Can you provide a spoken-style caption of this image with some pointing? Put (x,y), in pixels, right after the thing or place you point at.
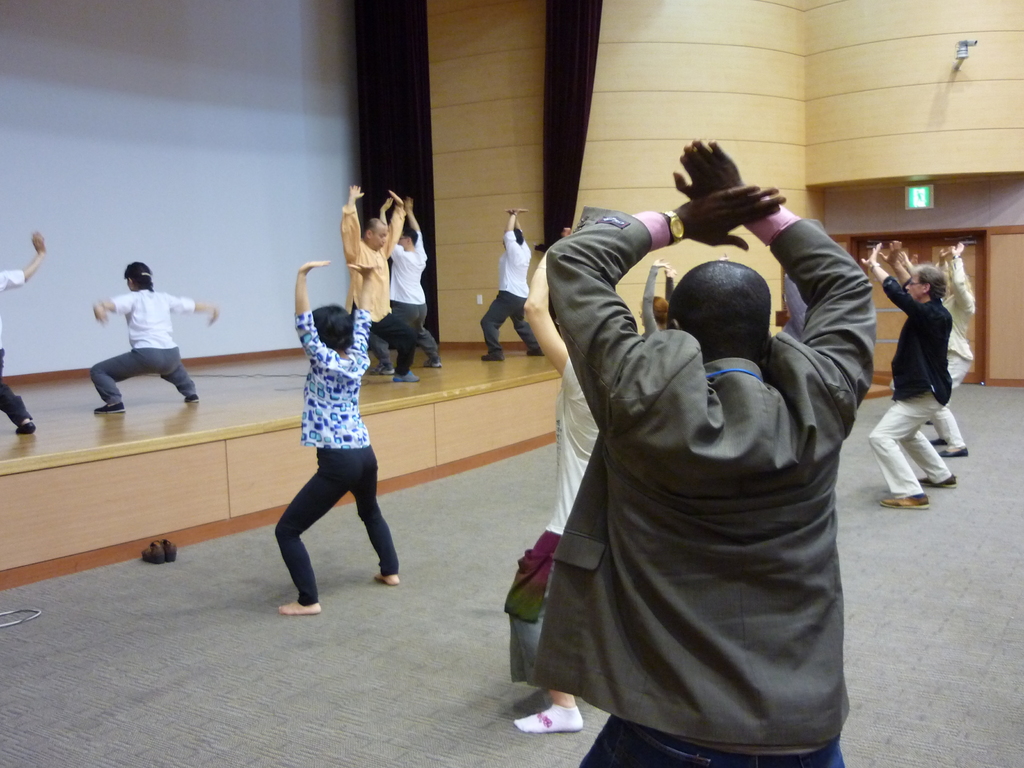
In the image there are few persons (340,443) doing exercise on the floor (454,610) and some are on the stage (403,408), at the back (498,103) there is wall (968,121) with cc camera (966,48) on the right side (964,54) corner, this is clicked inside a auditorium (550,70).
